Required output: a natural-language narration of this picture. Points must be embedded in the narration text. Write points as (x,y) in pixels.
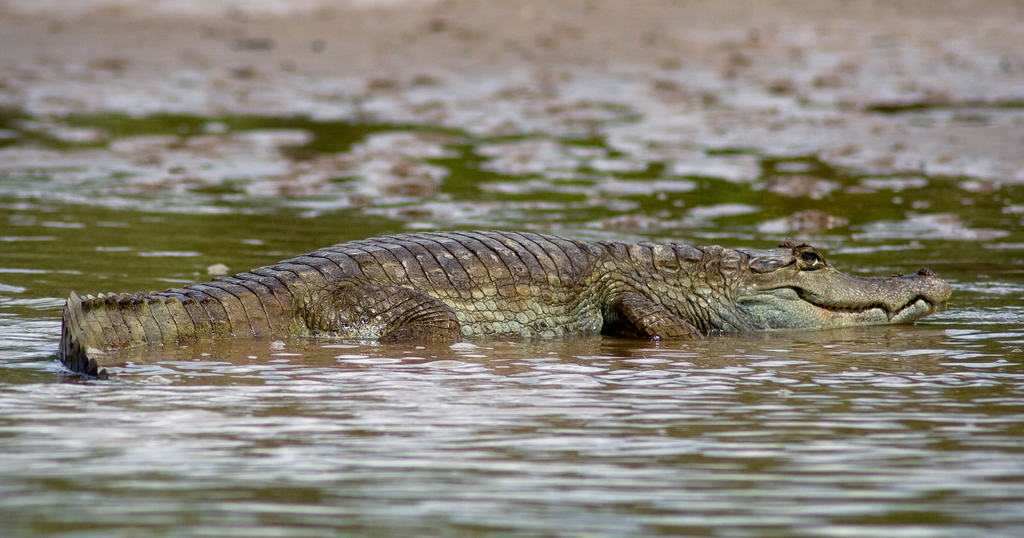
In this picture there is a crocodile (151,337) in the center of the image (493,258), on the water (137,356) and there is water (567,454) around the area of the image.
